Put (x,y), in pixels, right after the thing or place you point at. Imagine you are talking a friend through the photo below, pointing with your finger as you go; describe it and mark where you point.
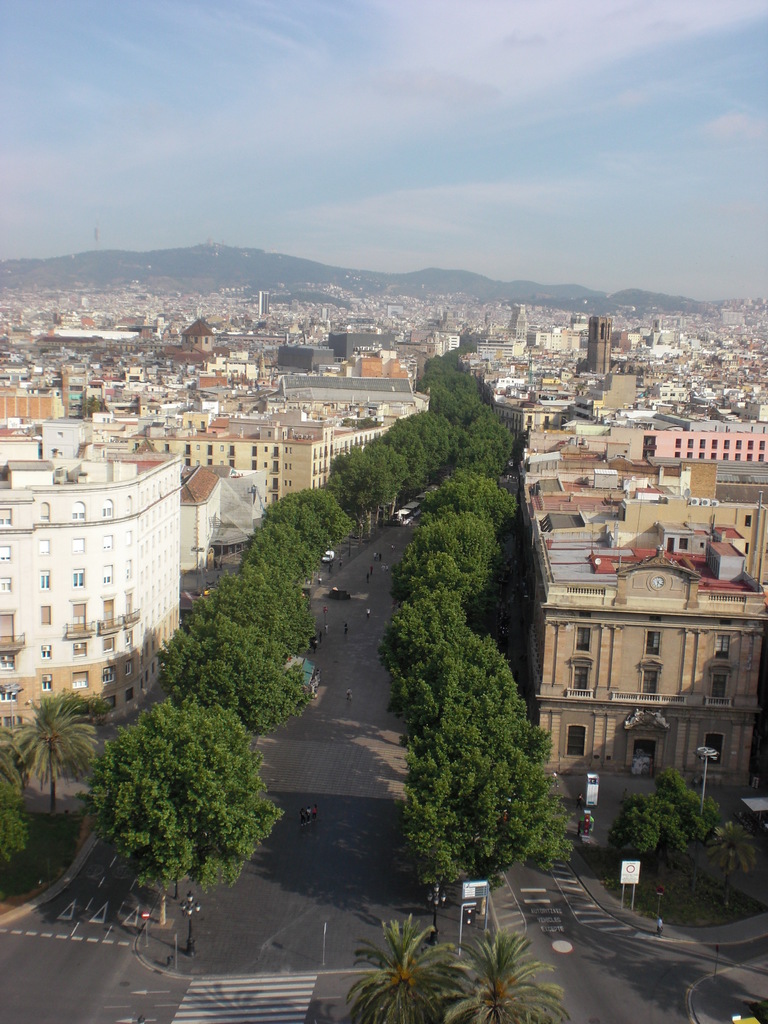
In this image I can see the road (352,892). To the side of the road (360,833) there are trees (159,863) and boards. I can see few people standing on the road (345,697). To the side there are many buildings (401,396), clouds (460,104) and the sky (460,69).
